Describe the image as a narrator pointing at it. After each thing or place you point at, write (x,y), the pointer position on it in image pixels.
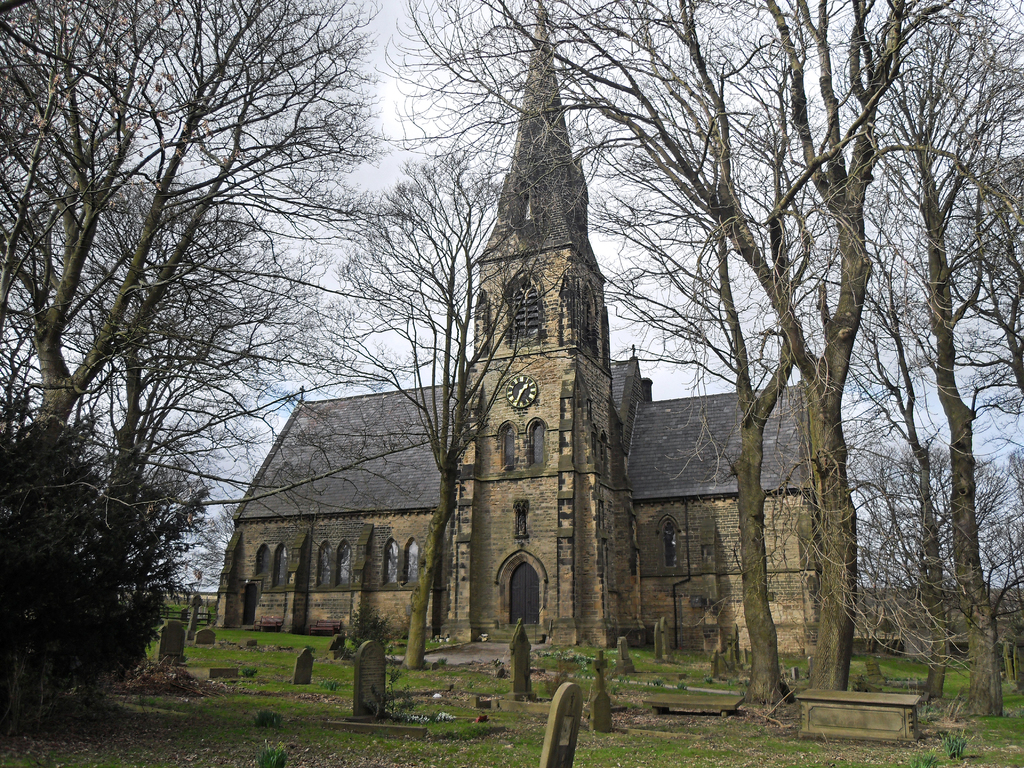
In this image, I can see a building (506,517) with the windows (533,452), doors (522,606) and a wall clock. In front of a building (477,564), I can see a graveyard (253,725) and the trees (395,383). In the background (369,342), there is the sky (1000,450).
